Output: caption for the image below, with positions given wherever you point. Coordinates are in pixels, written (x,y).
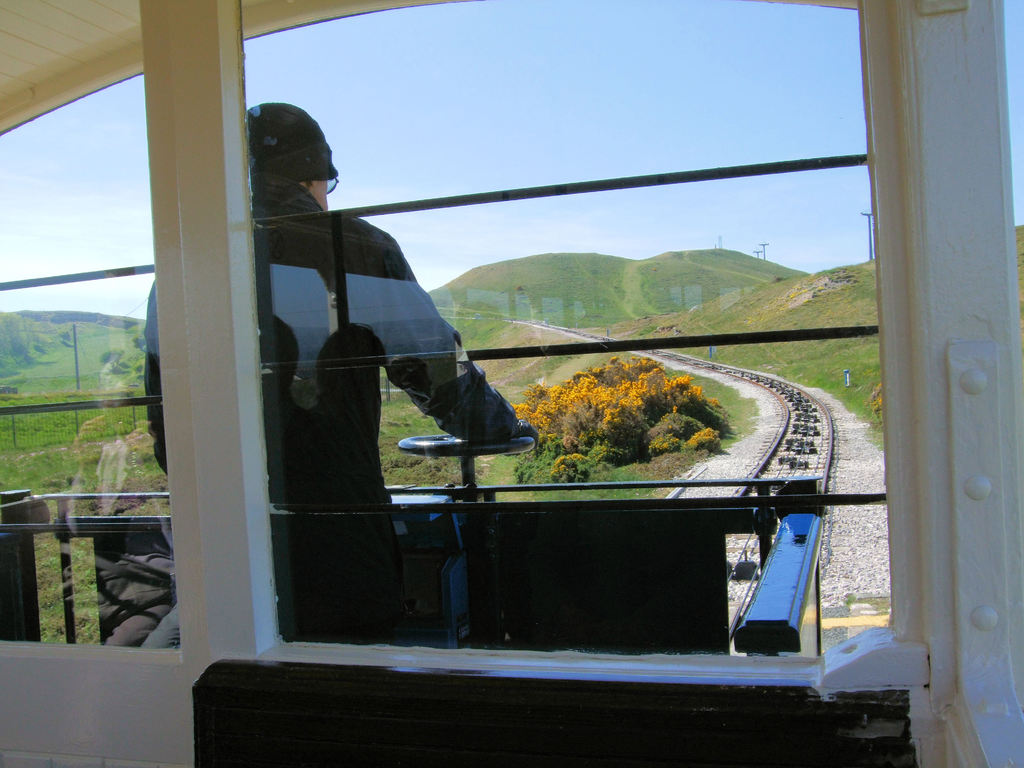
In the foreground of this picture (523,354) we can see the vehicle (785,652) seems to be the train (246,2) and there is a person (322,205) standing and seems to be monitoring the train (412,440). In the background (476,99) we can see the sky (476,131), hills (778,269), poles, green grass (789,355), plants (654,395) and the railway track (786,442) and gravels (862,452).
